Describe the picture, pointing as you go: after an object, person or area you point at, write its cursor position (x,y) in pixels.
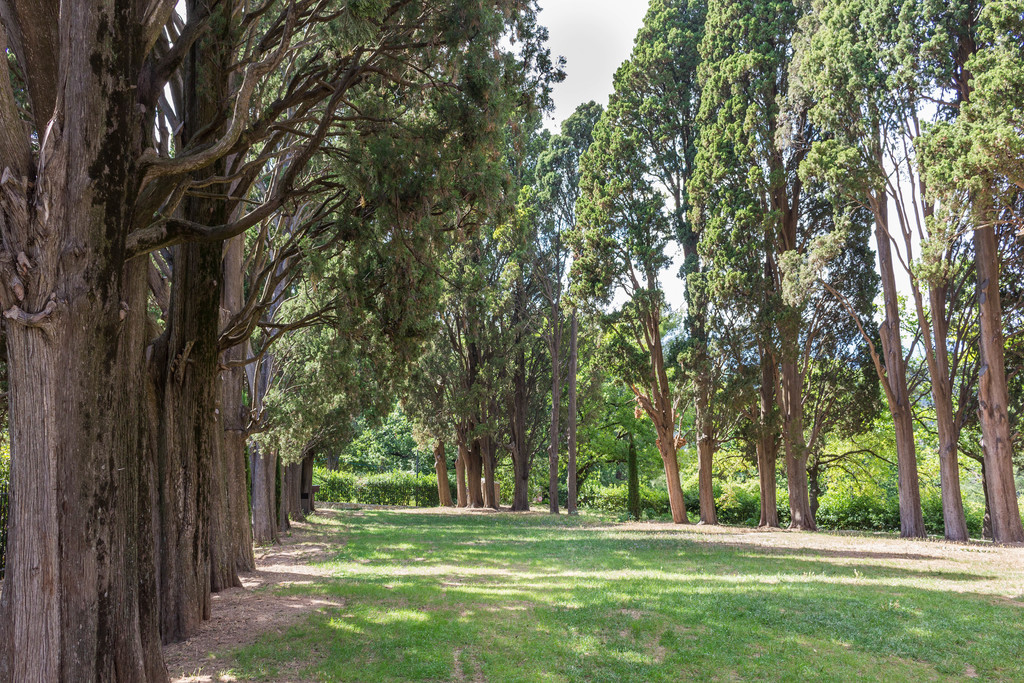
In this picture I can see few trees (774,398) and grass (553,564) on the ground (641,621) and I can see a cloudy sky (578,42).
